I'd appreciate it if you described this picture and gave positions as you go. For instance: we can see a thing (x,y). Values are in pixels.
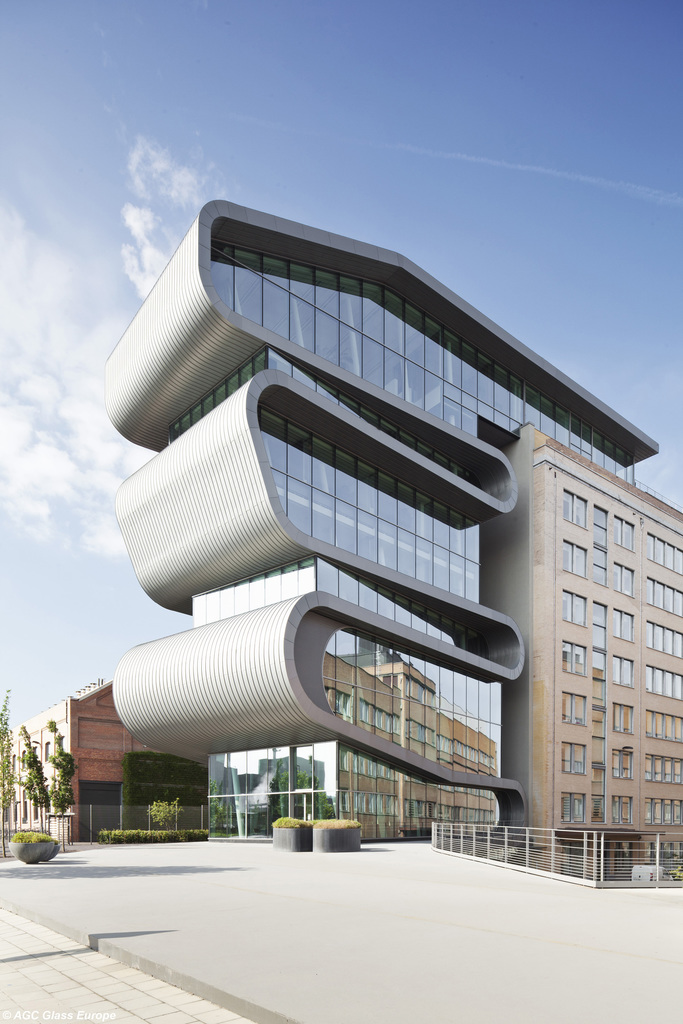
In the picture, there is a big building (394,540) it looks like some organisation and there are some trees (159,811) and plants (295,819) in front of the building (264,814).
